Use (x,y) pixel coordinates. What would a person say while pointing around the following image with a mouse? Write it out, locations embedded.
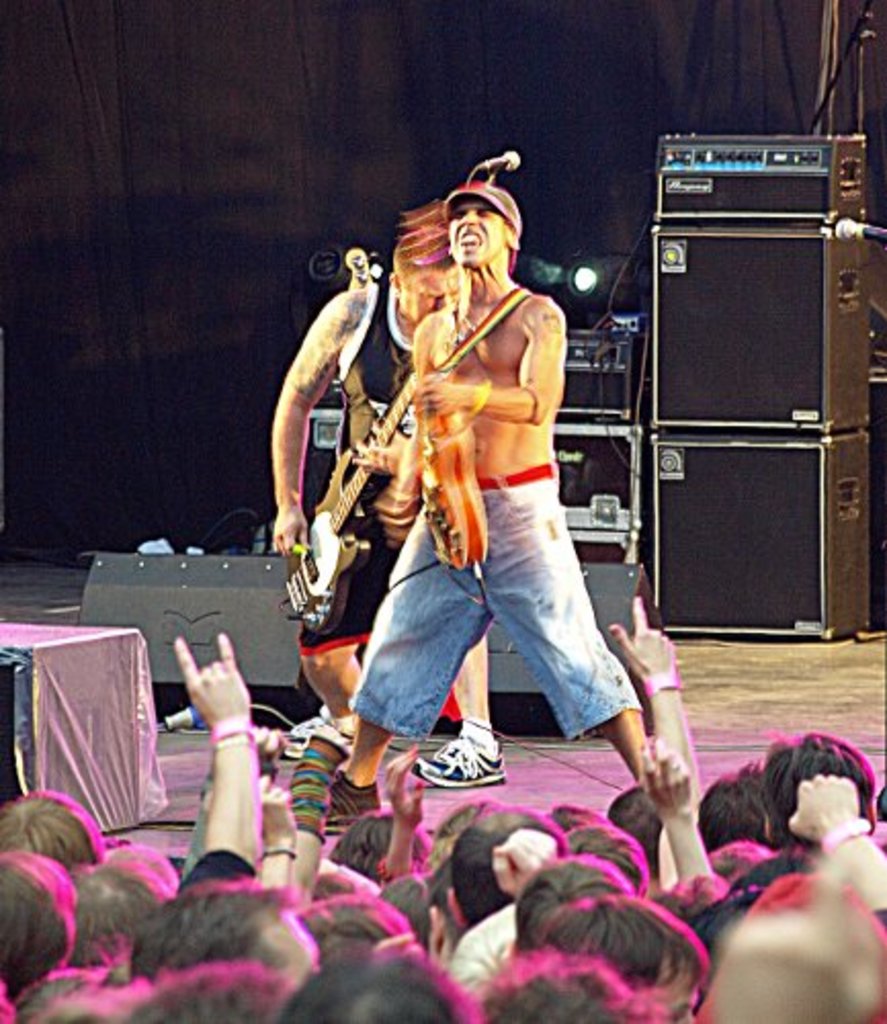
In this image, two peoples (503,491) are playing a musical instrument (434,519). They are on the stage (524,738). The background (151,333), we can see few boxes (108,594) and black curtain (160,340). At the bottom of the image (485,953), we can see few human heads (275,976) and their hands (231,843).
